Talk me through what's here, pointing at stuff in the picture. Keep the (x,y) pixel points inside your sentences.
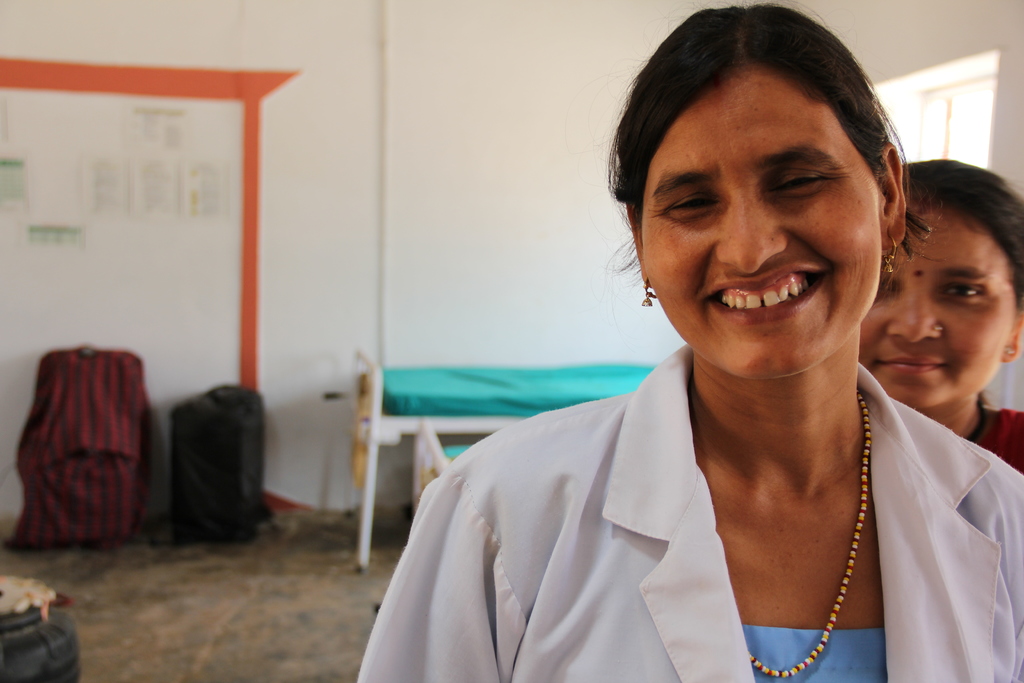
In the foreground of the picture (754,396) there is a woman (641,512), behind her there is another woman (968,355). In the background (428,419) there are beds (382,433), bags (133,431), window (952,103) and other objects (23,597). On the wall (355,170) there are papers (142,170) stuck.
